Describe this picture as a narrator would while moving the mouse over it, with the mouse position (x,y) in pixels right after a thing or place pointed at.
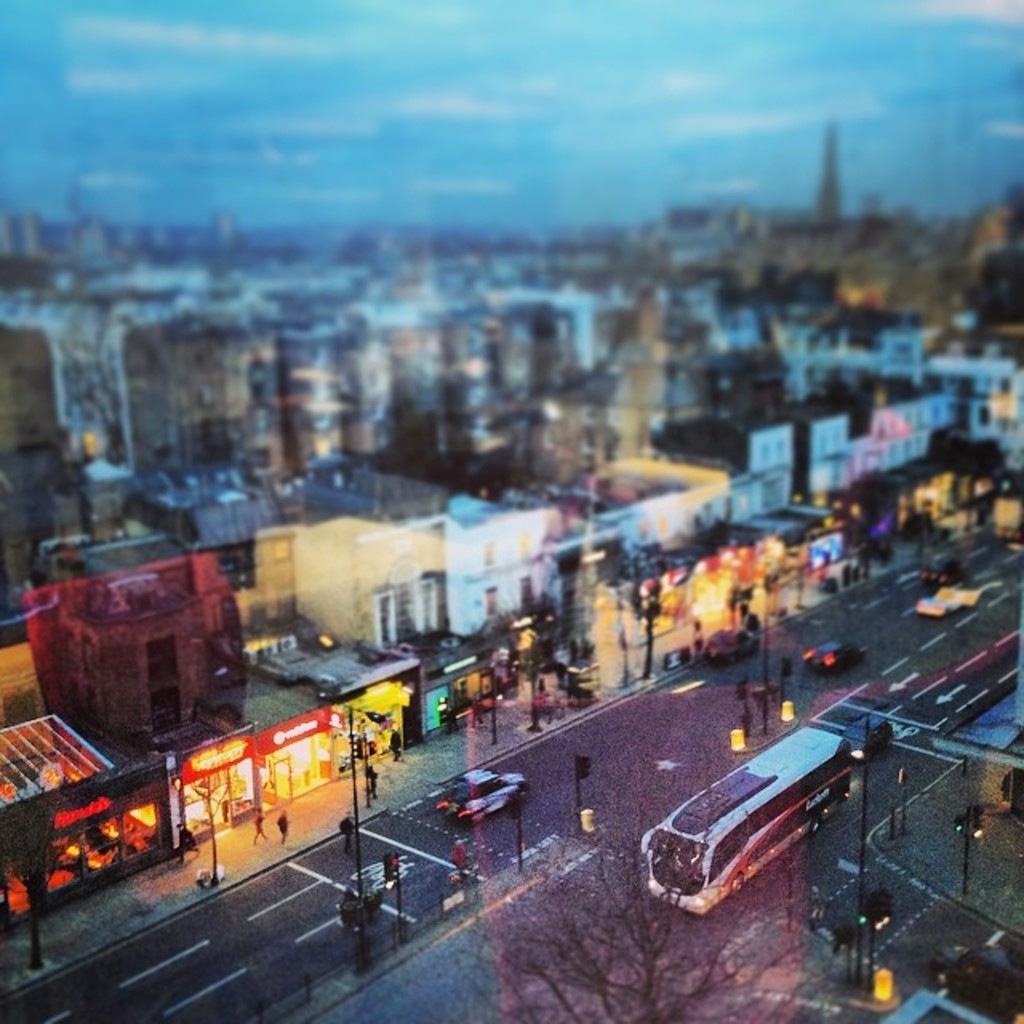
In this image at the bottom (769,791) there are some vehicles (935,572), persons (884,554) are walking. And in the center (444,600) there are some buildings (611,483), towers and trees (649,959) traffic signals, poles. At the top (927,152) there is sky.
